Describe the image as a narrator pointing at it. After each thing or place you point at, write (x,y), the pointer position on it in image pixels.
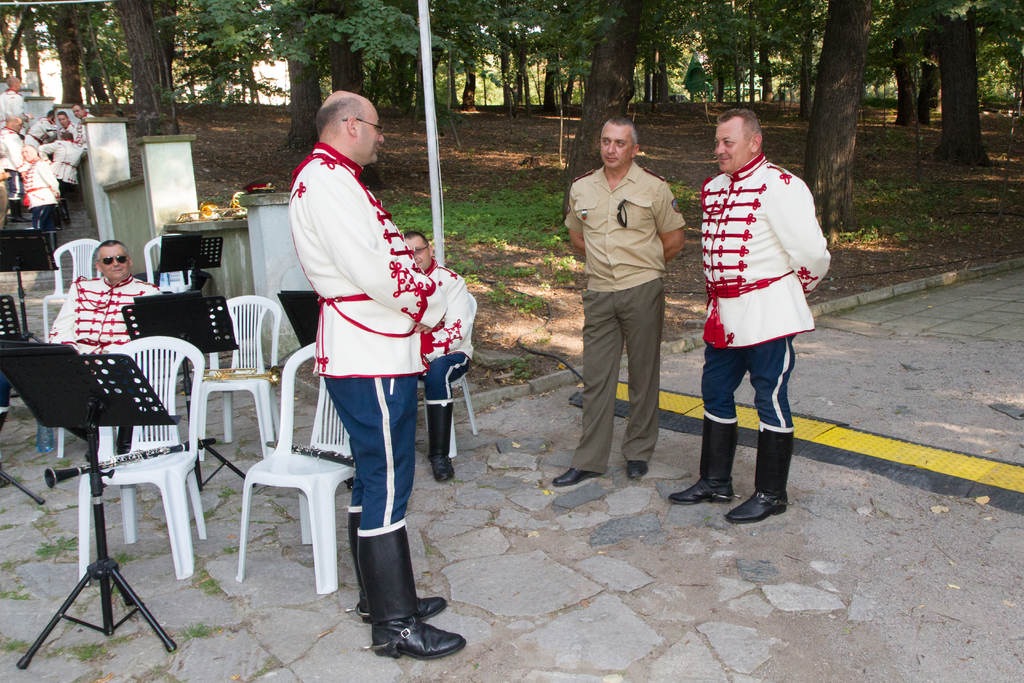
Here we can see a two persons (103,298) are sitting on the chair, and here some are standing on the ground (512,234), and here is the staircase (78,205), and here is the trees (585,58).
